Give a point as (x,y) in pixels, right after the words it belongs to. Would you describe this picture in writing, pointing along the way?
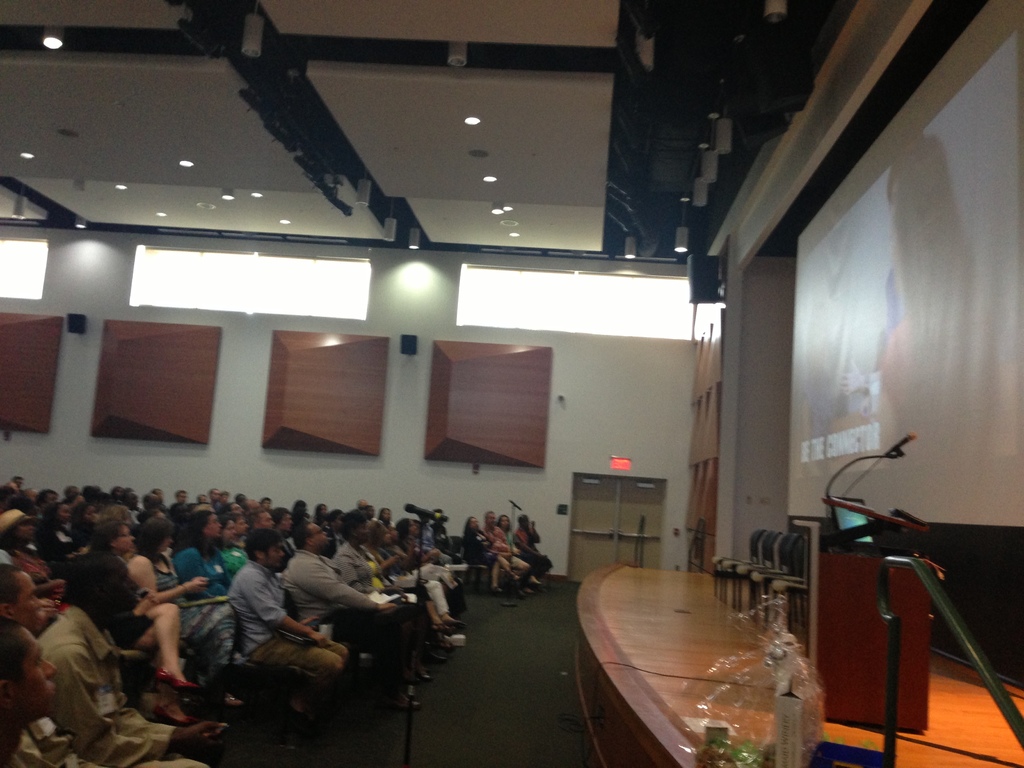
On the right side of the image (691,630) there is a stage (779,618). On the stage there is a table (836,581) with mike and some chairs (758,543), behind them there is a big screen (854,349) attached to the wall (969,570). On the left side of the image (171,591) there are some audience (175,580) placed on the chairs (290,679). In the background (273,344) there is a wall (578,369). At the top of the image (322,138) there is a ceiling (272,142) with lights (504,214).
